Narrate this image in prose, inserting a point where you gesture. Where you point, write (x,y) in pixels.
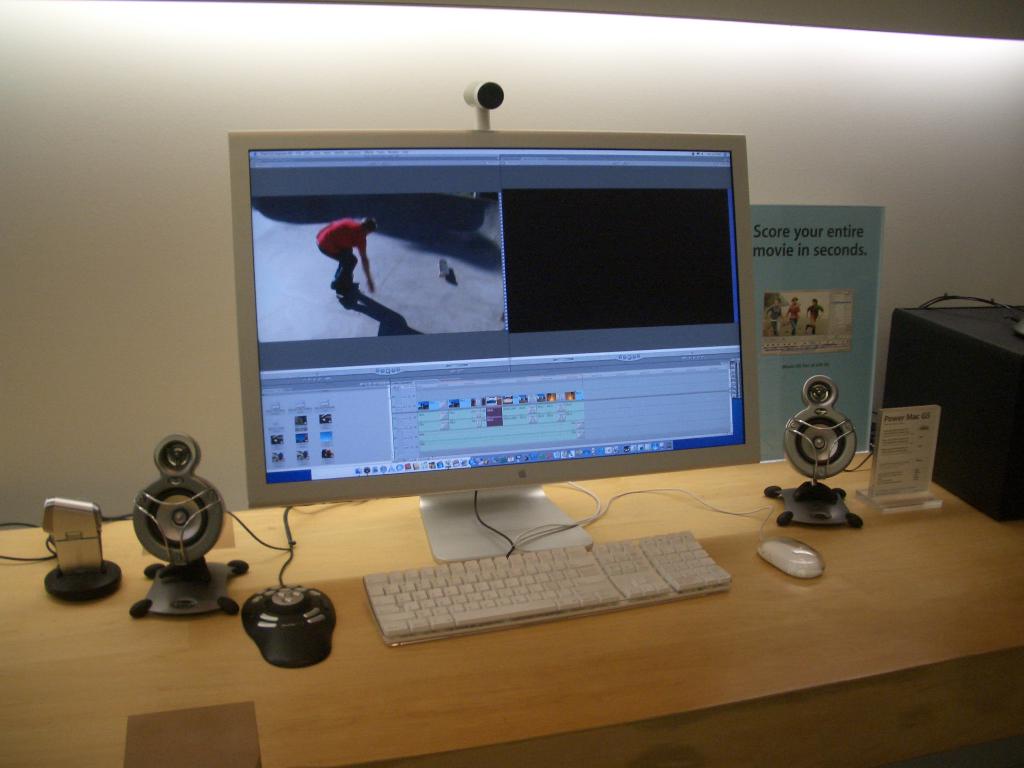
This is table (716,644). On the table (616,748) there is a monitor (530,473), keyboard (384,609), mouse (788,552), speakers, and some electronic devices (296,638). On the background (194,112) there is a wall (790,85) and this is poster (806,335).
